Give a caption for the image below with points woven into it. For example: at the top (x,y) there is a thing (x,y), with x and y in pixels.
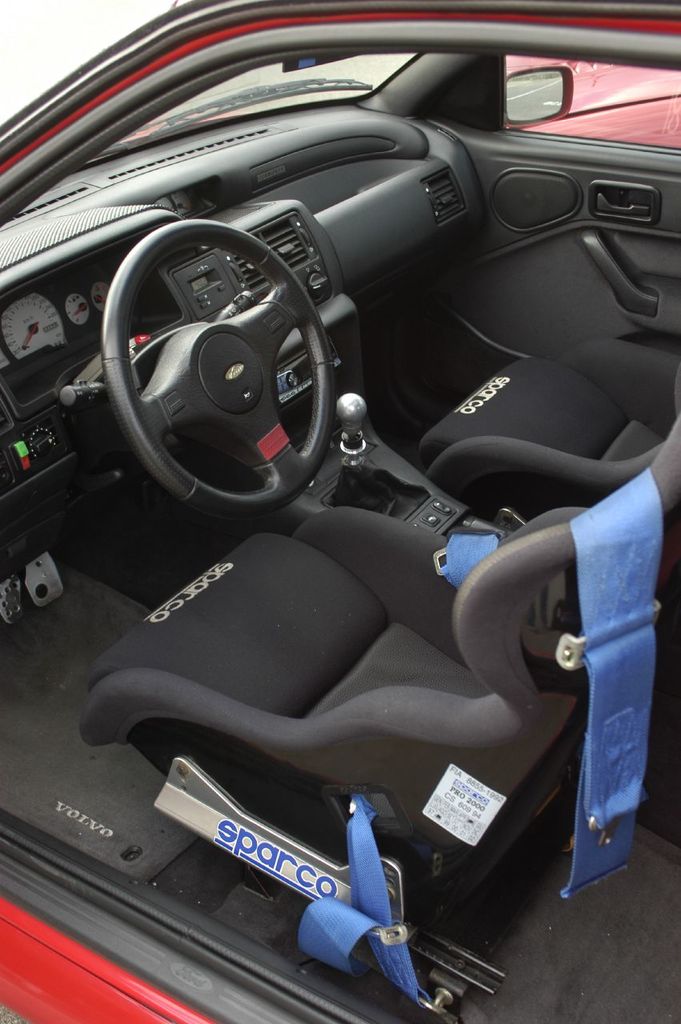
In this picture we can see an inside of a vehicle (40,757), here we can see seats (277,665), steering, speedometers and some objects (48,774).
